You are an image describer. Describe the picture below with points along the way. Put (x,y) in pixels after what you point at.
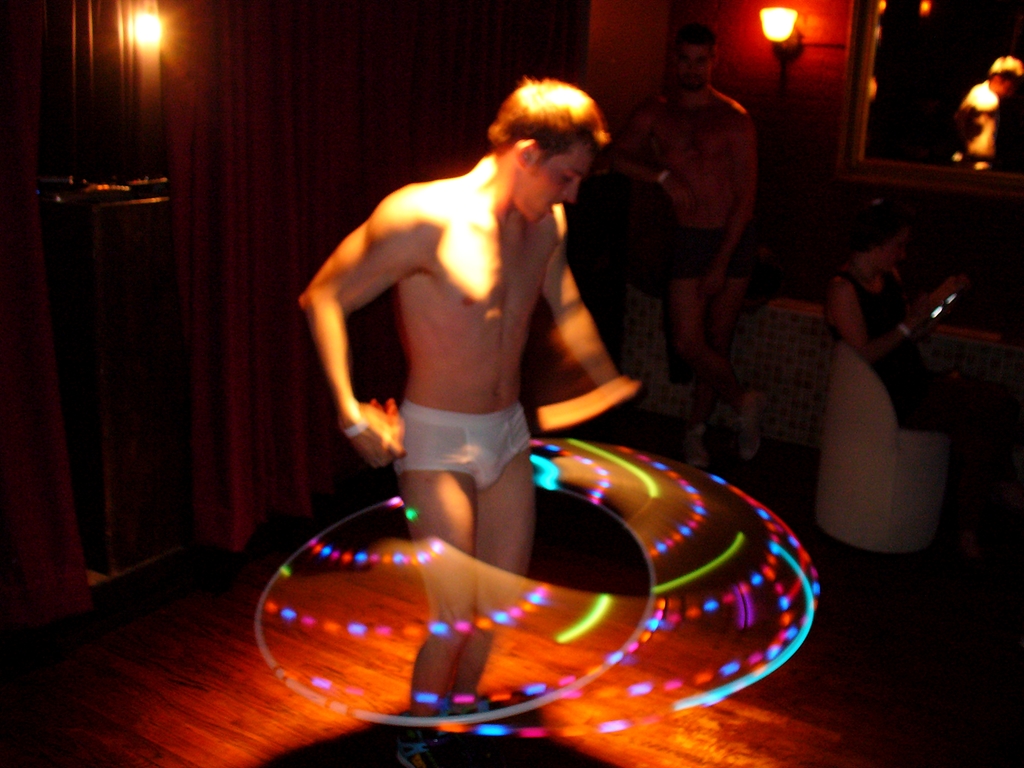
In this image there are three persons (533,297), there is a person (660,133) standing, there is a person (516,345) dancing, there is a person (888,343) sitting on the chair (862,460) and holding an object (935,311), there is a curtain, there are lights (788,13), there are walls (808,168), there is a mirror (910,57) truncated towards the right of the image (941,83).
